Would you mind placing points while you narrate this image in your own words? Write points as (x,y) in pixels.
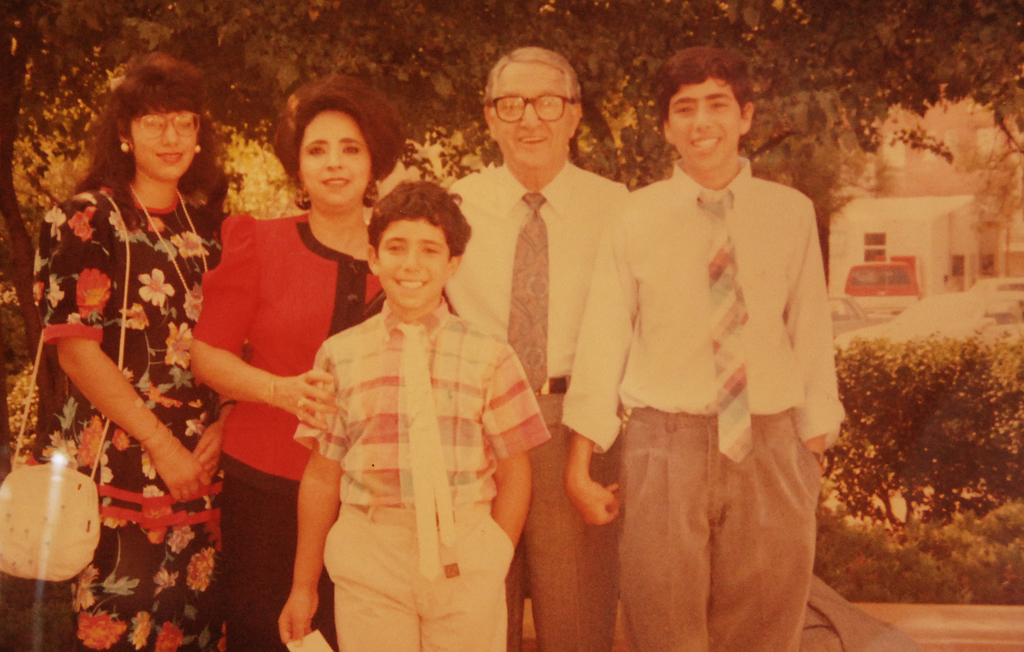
In this image there are people (660,300) standing. There are trees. There is a house (909,219) and a car (898,313) on the right side (880,310).
